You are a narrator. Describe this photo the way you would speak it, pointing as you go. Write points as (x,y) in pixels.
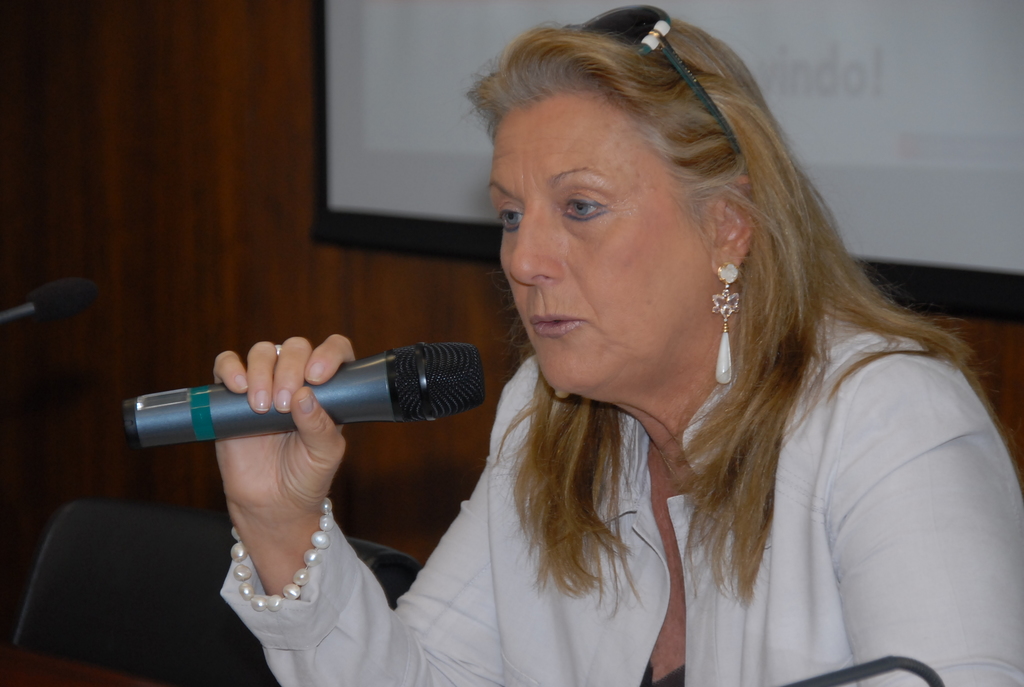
There is a women (596,525) with white dress (403,640) and with pearl bracelet (322,541), she is holding a microphone (424,383) and she is talking, there is a screen (360,200) at the back (391,161) and chair (122,582) beside of the women (637,624).
